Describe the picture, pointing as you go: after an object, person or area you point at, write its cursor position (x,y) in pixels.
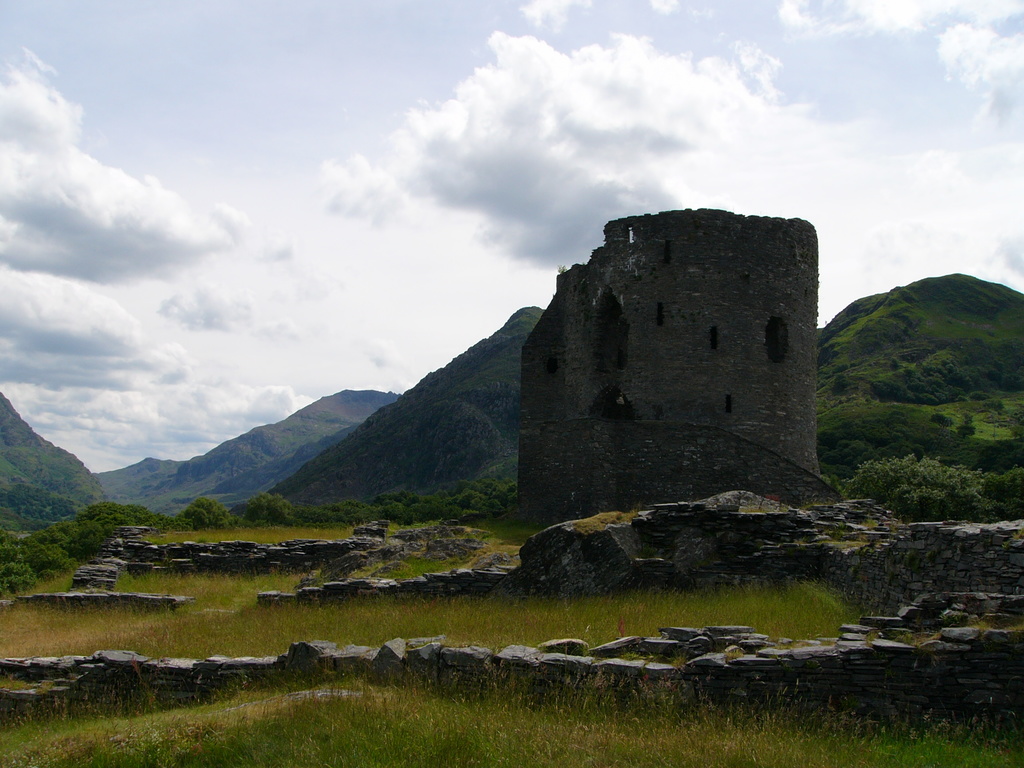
In this image we can see castle (628,465), stones (847,516), hills (475,453), grass (324,619) and sky (318,166) with clouds (669,105).
